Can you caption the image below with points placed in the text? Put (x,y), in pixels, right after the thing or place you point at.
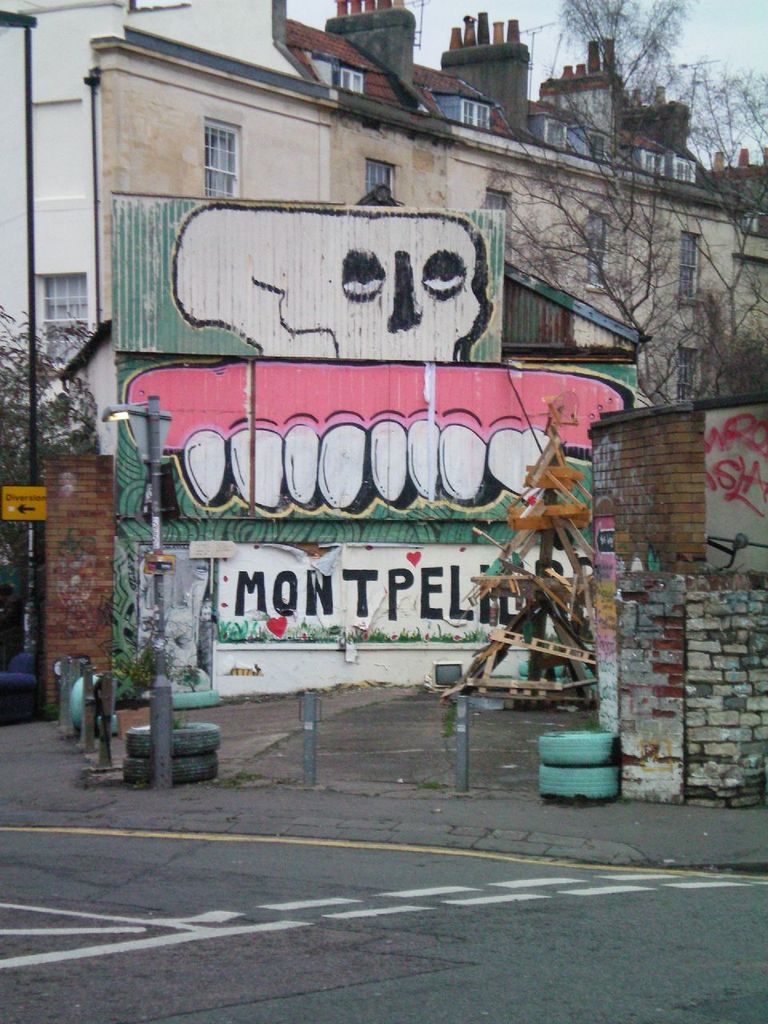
There is a road (277,940). Near to the road (333,950) there is sidewalk (235,799). Near to that there are poles (169,732) and tires (128,763). There is a light pole (116,410) and a brick wall (107,473). In the back (107,393) there is a building (201,174) with windows (64,282). On the wall (242,435) there is graffiti (366,416). There are trees (6,393). In the background (499,14) there is sky (502,3).
